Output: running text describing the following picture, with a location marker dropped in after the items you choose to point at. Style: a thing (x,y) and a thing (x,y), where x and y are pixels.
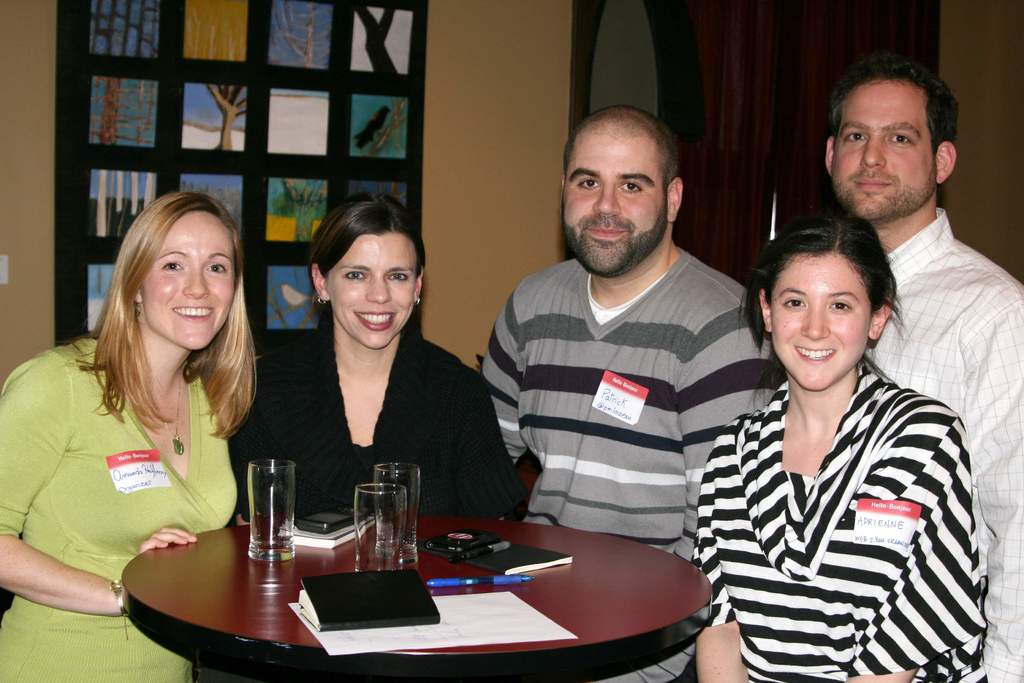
The image is inside the room (424,383). There are five people (596,348) in the image two men (886,214) and three women (486,482) who are standing behind the table (378,674). On table (332,562) we can see a glass (280,528), book (328,535), mobile (331,522), pen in background (517,187) we can see curtains (730,139), wall (486,110) which is in yellow color, paintings (326,135).
